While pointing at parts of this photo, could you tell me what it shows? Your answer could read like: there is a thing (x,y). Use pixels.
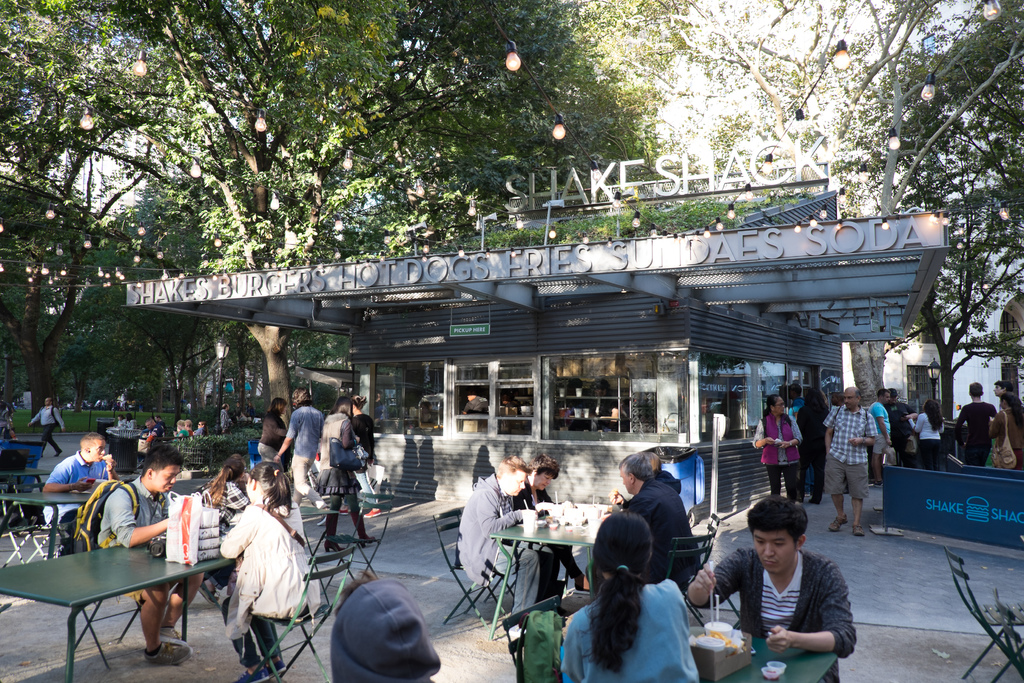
In this image we can see many people (767,430). Some are sitting on chairs (473,589). Some are walking. Some are standing. There are tables (152,558). On the tables (86,496) there are many items (783,662). And there is a shop (558,323) with names (683,262). Also there are trees (366,174). And there are lights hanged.
